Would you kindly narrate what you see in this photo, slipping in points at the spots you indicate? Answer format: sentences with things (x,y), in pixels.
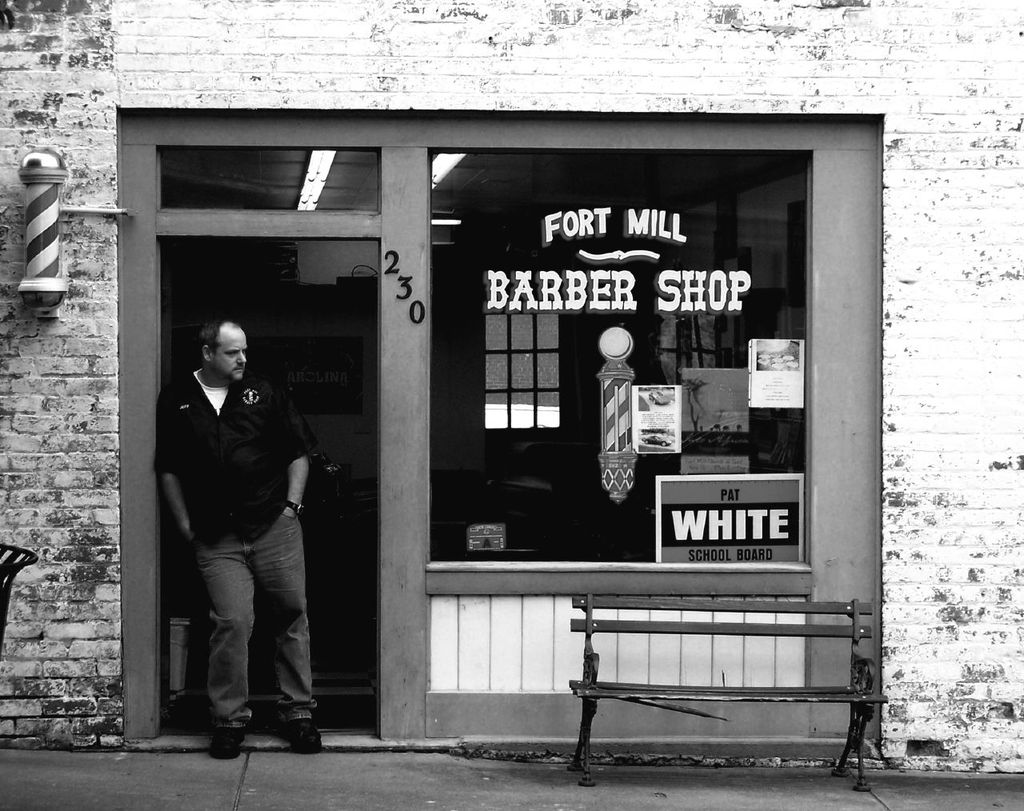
Man (261,479) standing there is glass (641,316), building (562,53) and bench (700,710).
